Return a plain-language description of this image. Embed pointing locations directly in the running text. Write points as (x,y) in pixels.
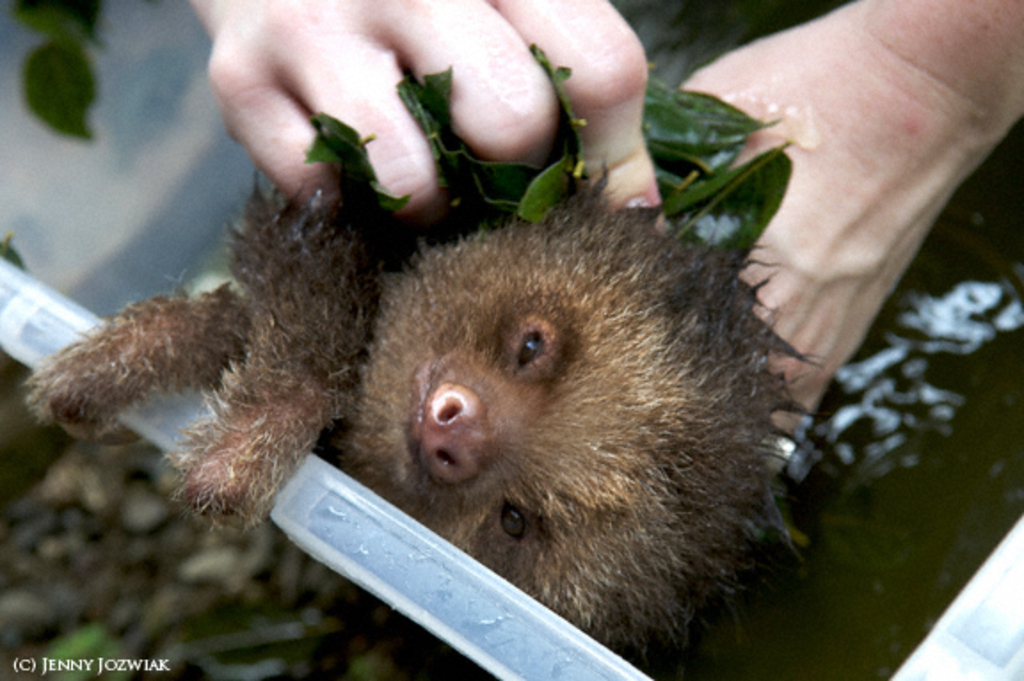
In the image we can see there is an animal (405,345) and a person (515,146) is holding its body (699,284).
